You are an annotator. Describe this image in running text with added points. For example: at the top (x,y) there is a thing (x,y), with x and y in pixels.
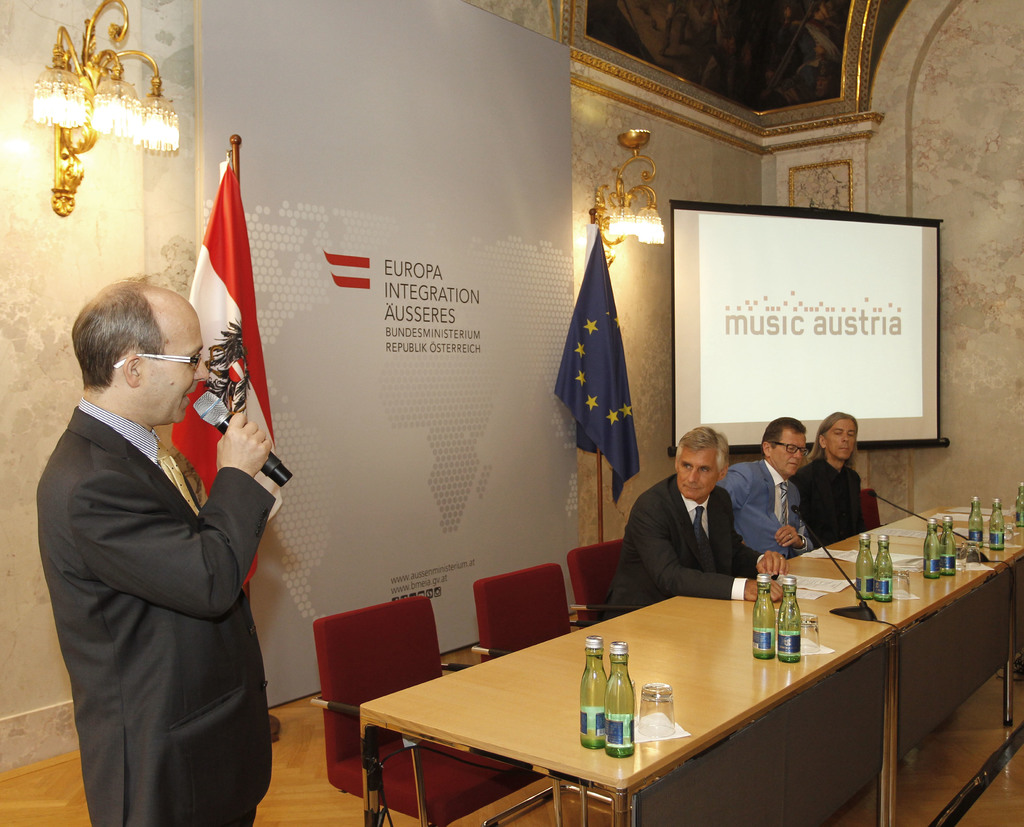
This image is clicked in a conference hall (814,161). There are four persons (94,308) in this image. Three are sitting and one person (113,639) is standing. In the front (745,678), there is a table (646,649) on which bottle (604,680), glass (656,697), papers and mics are kept. In the background (330,254), there is a banner (312,267), flags (612,387) and screen (779,300) along with lights (610,222) on the wall (851,208).
